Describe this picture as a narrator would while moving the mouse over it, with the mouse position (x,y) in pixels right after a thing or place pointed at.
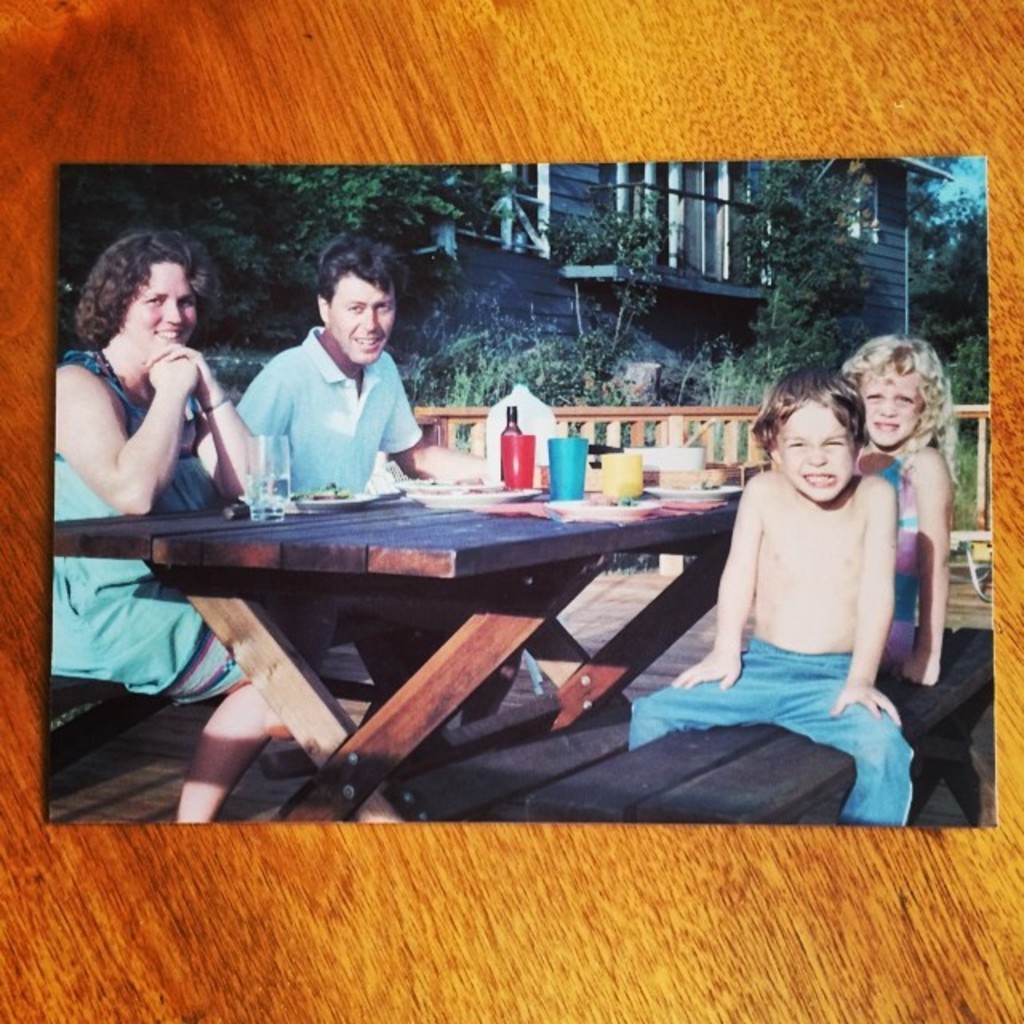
In this image I can see a frame (416,414). In that frame (286,624) there are four people (238,708) sitting on the bench (572,746) and there is a table (475,558) in-front of them. On the table (449,511) there are cups (629,486), glasses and the plates (619,507). In the background (508,205) there a building (606,176), trees (636,250) and the sky (981,169).
